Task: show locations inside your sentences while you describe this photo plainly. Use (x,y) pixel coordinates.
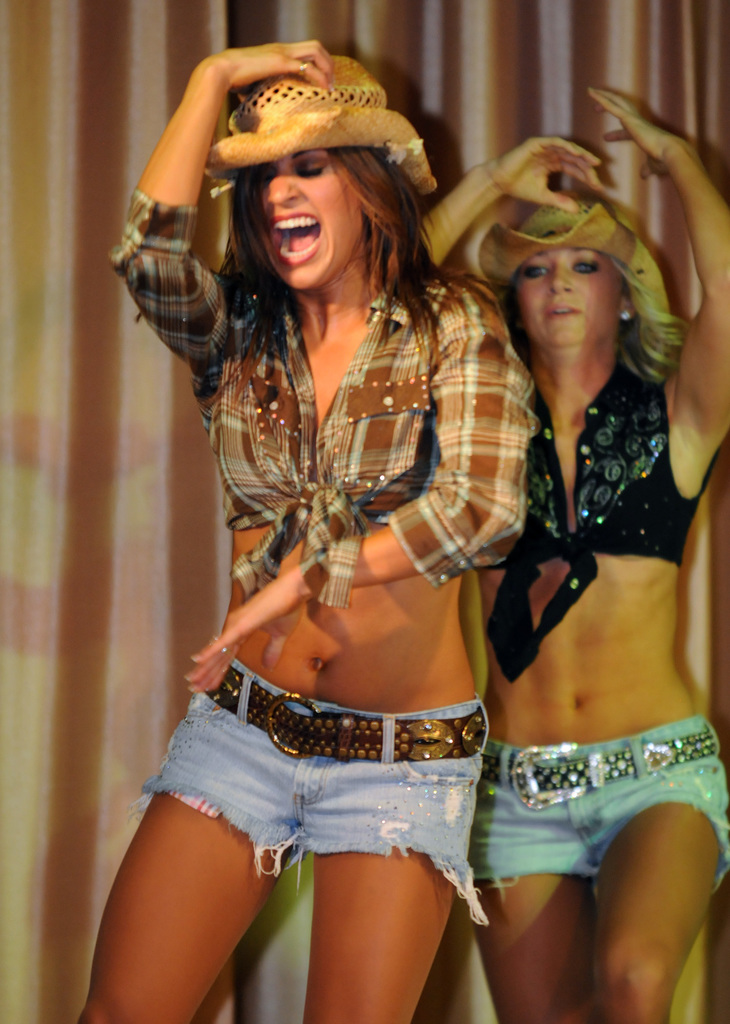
In the picture I can see two women (536,657) are standing. These women (474,563) are wearing hats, shorts (358,786) and some other type of clothes (302,733). In the background (525,103) I can see curtains (501,86).
